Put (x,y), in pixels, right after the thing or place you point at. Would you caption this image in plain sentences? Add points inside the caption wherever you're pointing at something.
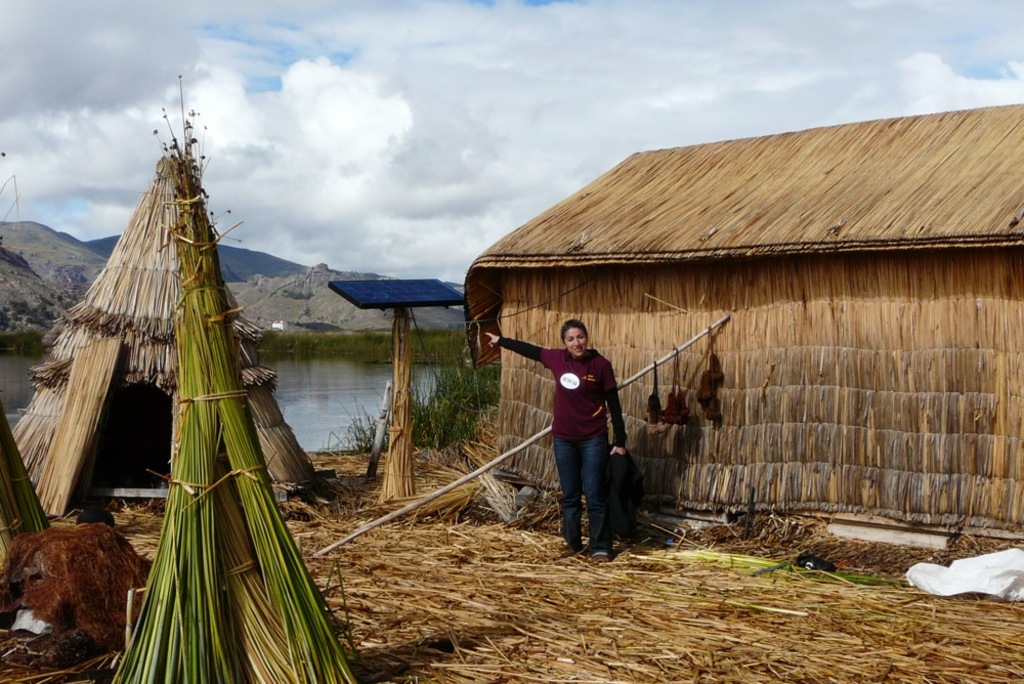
In this picture we can see a person (575,420) standing on the grass (586,626). There are bunches of grass (169,543) on the left side (187,673). We can see a house (671,240) on the right side (806,240). It looks like a hut (142,480) on the left side (142,407). We can see a few objects (407,484) on the path (396,504). There is a wooden pole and white object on the right side (973,562). We can see water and a few plants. It looks like there are a few mountains (24,271) visible in the background (40,275). Sky (328,148) is cloudy.
